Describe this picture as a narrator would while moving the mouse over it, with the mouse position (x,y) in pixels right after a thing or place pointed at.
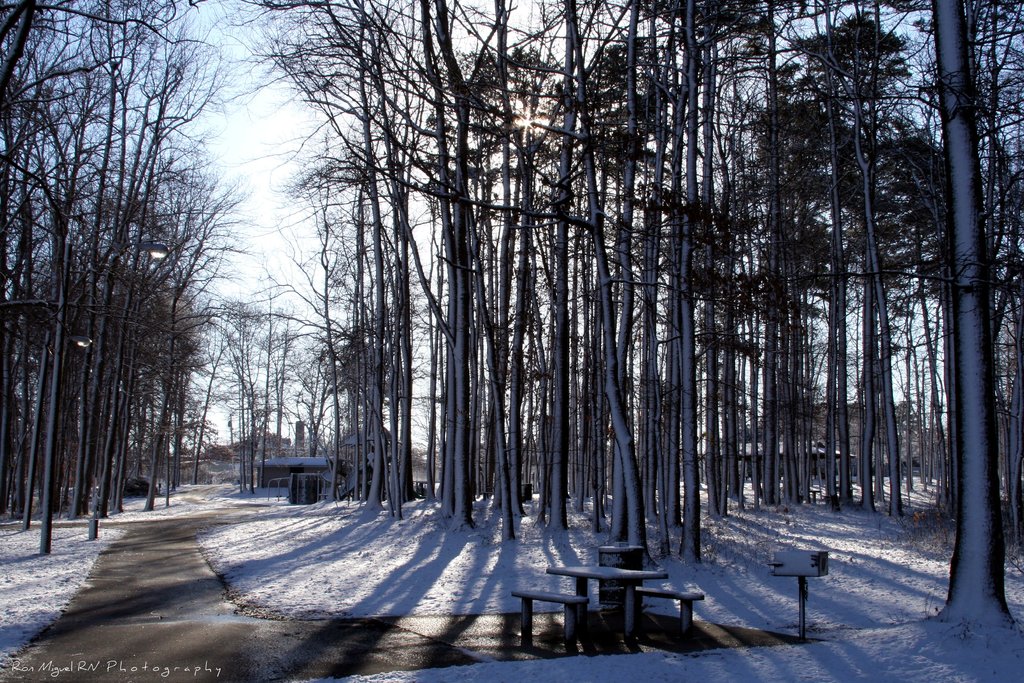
In this picture we can see the road (140,548), snow (467,584), benches (681,593), trees (584,458), house (287,457), some objects (289,483) and in the background (294,246) we can see the sky (258,181).
